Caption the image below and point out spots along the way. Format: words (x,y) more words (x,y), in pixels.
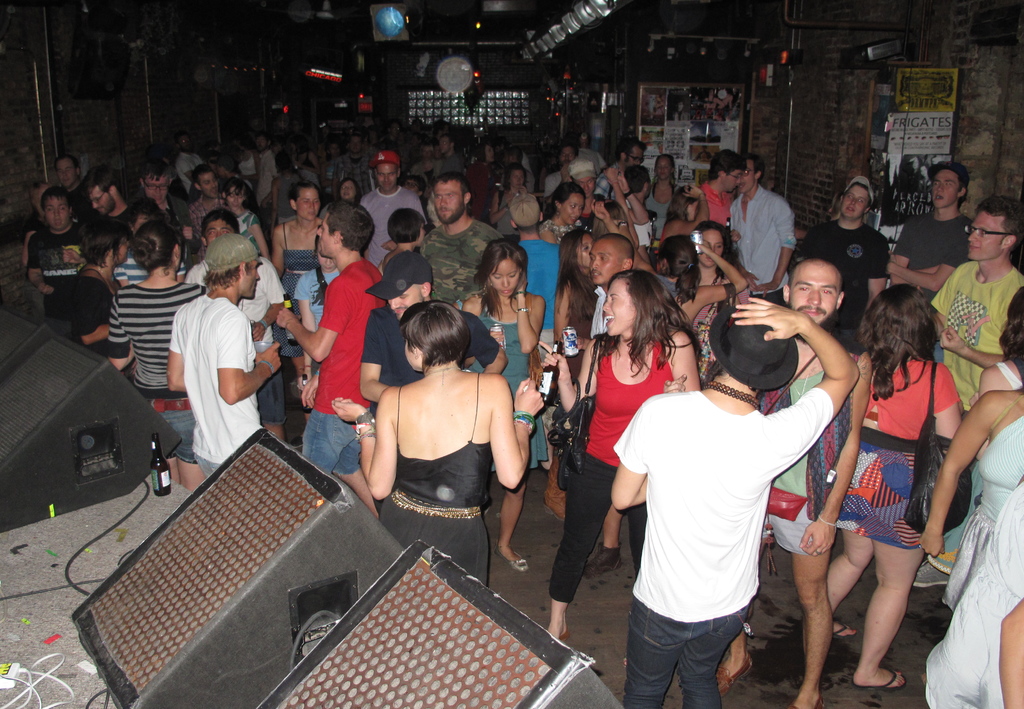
In the image we can see there are many people (537,267) standing, wearing clothes (546,287) and some of them are wearing caps (225,251) and carrying bags (586,418), it looks like they are dancing. Here we can see sound box (211,528), cable wires (33,685) and the bottle (161,465). Here we can see the posters (933,133) and text (923,122) on it. We can even see the background (400,80) is slightly dark.
